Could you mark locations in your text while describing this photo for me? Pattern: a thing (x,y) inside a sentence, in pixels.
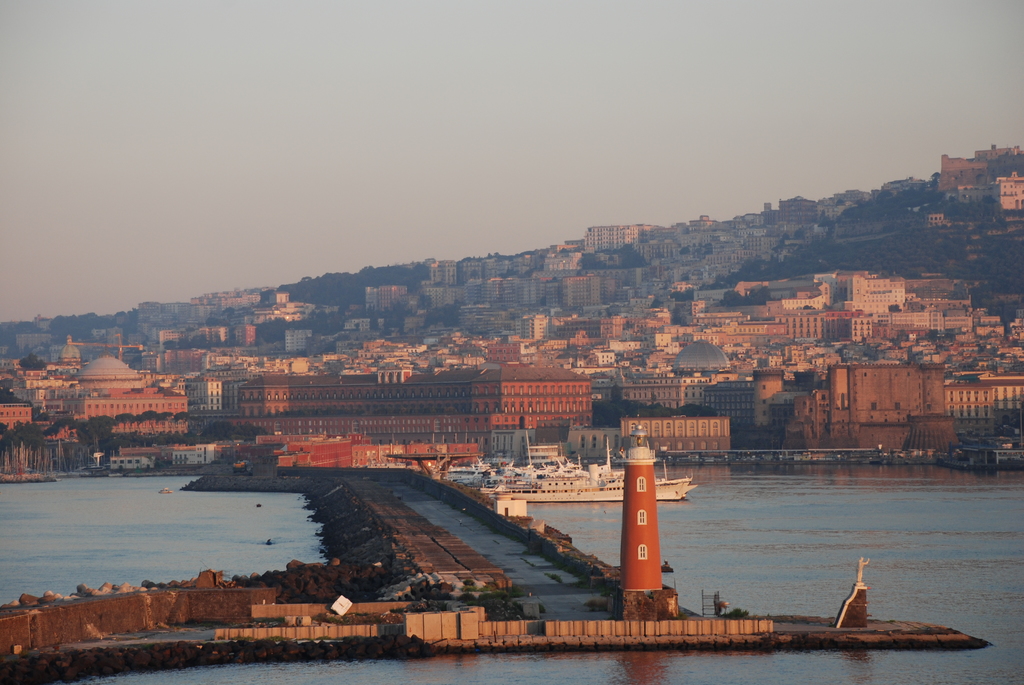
In this image there is a lighthouse (633,443) surrounded by water (869,499) and the background (583,109) is the sky (570,107).
